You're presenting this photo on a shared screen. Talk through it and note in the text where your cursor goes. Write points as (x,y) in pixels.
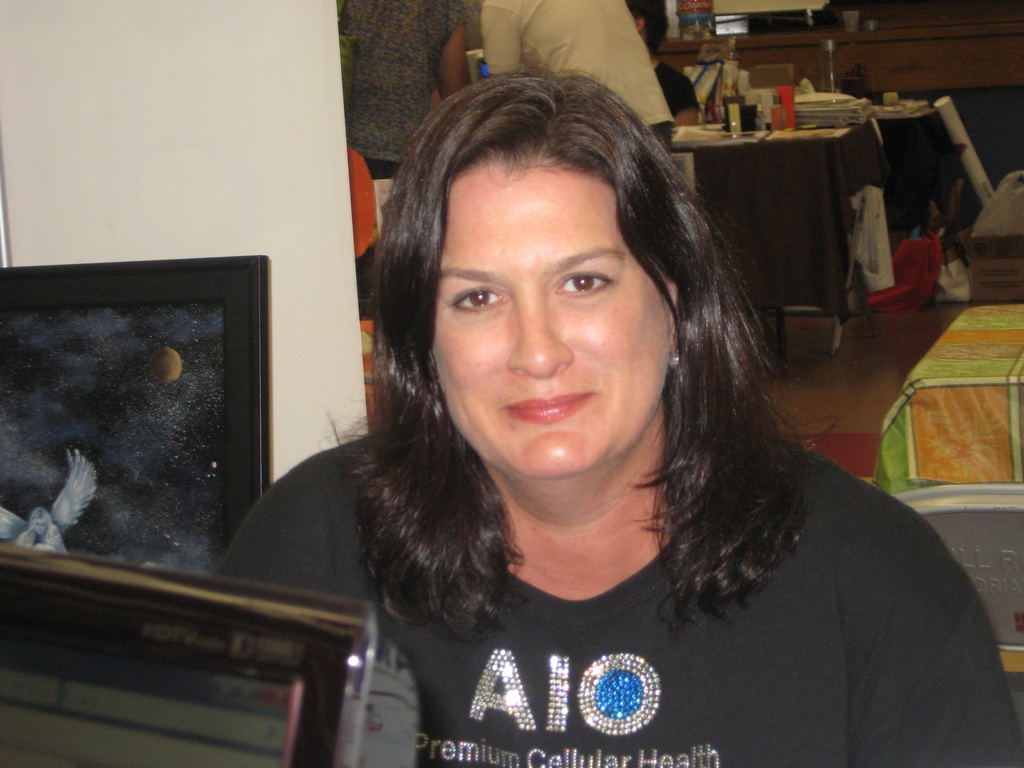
In this image, we can see persons (817,676) wearing clothes (525,44). There are tables (866,153) covered with clothes (793,201). There is a painting (193,349) on the wall (215,219).
